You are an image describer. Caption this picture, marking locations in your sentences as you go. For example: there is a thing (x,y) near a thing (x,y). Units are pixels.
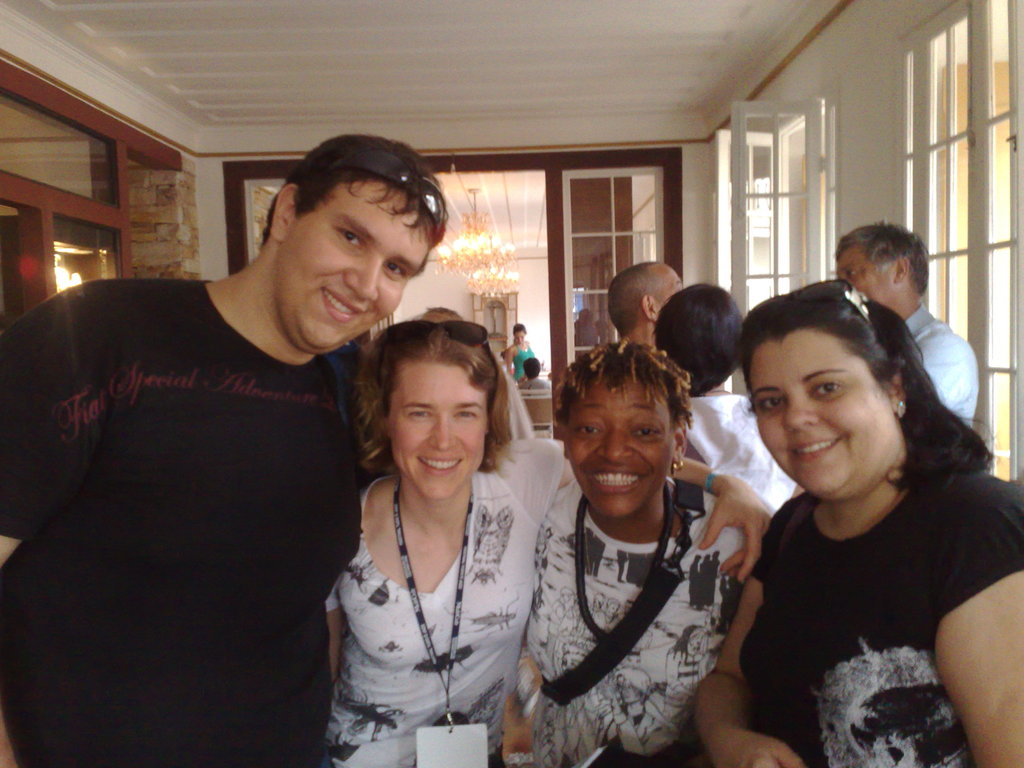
There are people (298,327) and these people (675,441) are smiling. We can see windows (788,182). In the background (451,313) we can see people (516,357), chandeliers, wall (207,186), chair (534,430) and lights (67,251).
